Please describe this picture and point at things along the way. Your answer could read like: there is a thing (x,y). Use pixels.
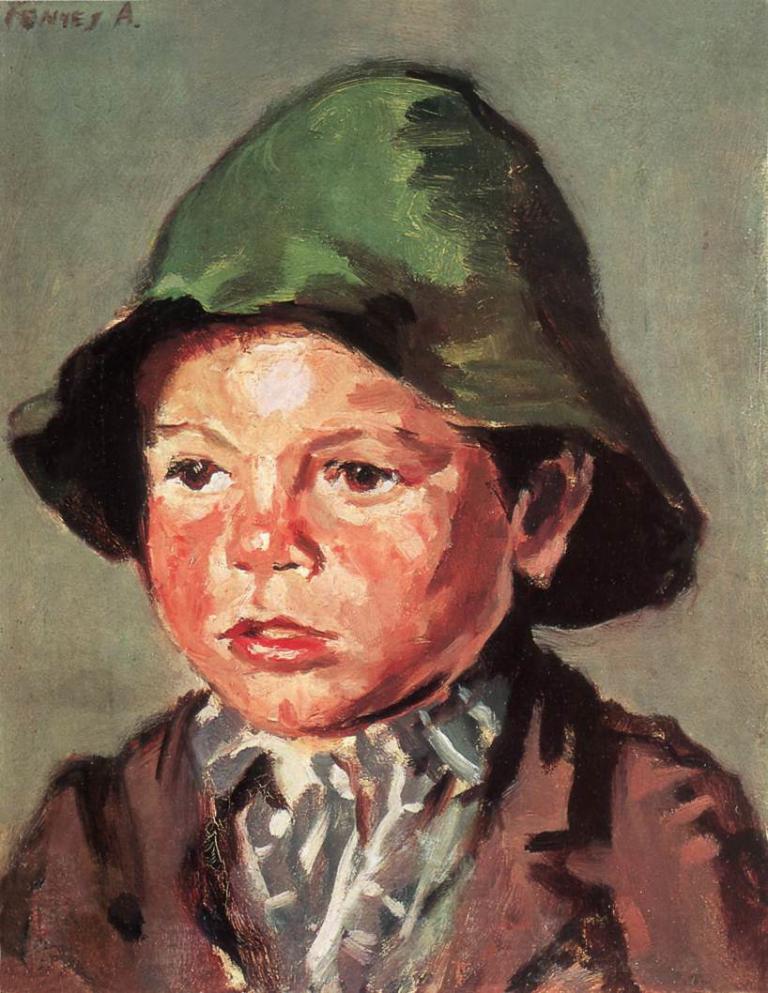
In this image we can see a painting (280,815) of a person (221,743). Person (185,487) wore a cap (297,245). At the top left side of the image (129,21) there is a watermark (50,19).
